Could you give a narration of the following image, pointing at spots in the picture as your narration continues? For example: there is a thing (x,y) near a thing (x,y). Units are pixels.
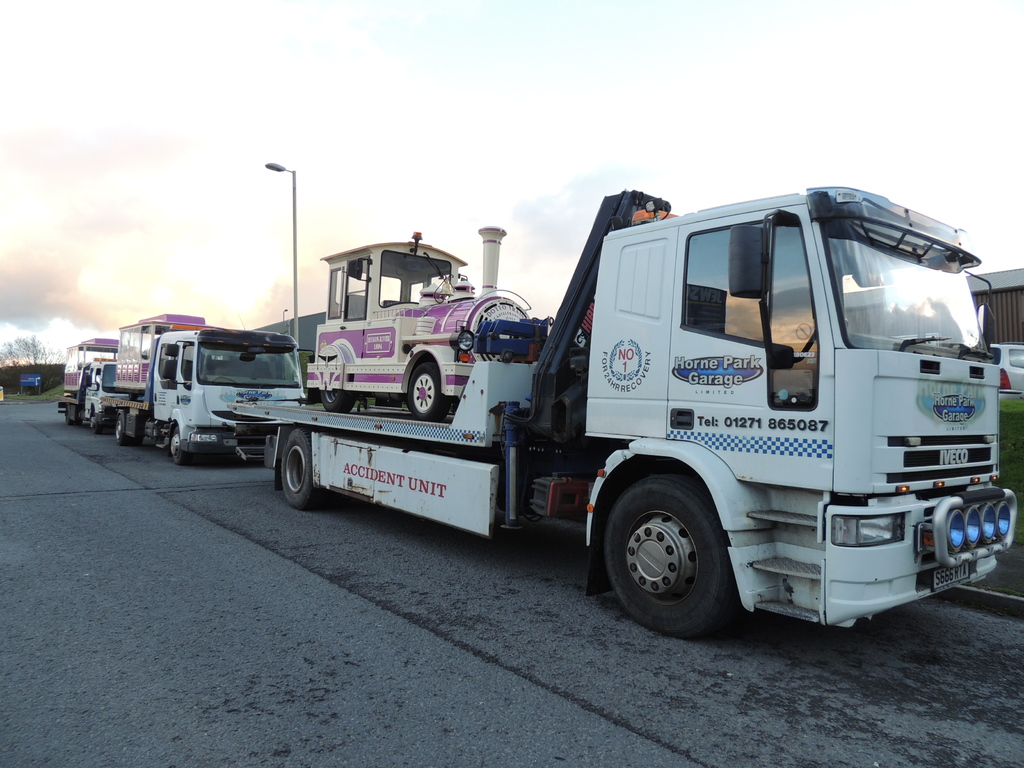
In this picture I can see few trucks (203,444) carrying some vehicles (124,338) and I can see couple of buildings (1002,313) and a car (1015,367) and I can see trees (48,376) and a cloudy sky (64,351).
